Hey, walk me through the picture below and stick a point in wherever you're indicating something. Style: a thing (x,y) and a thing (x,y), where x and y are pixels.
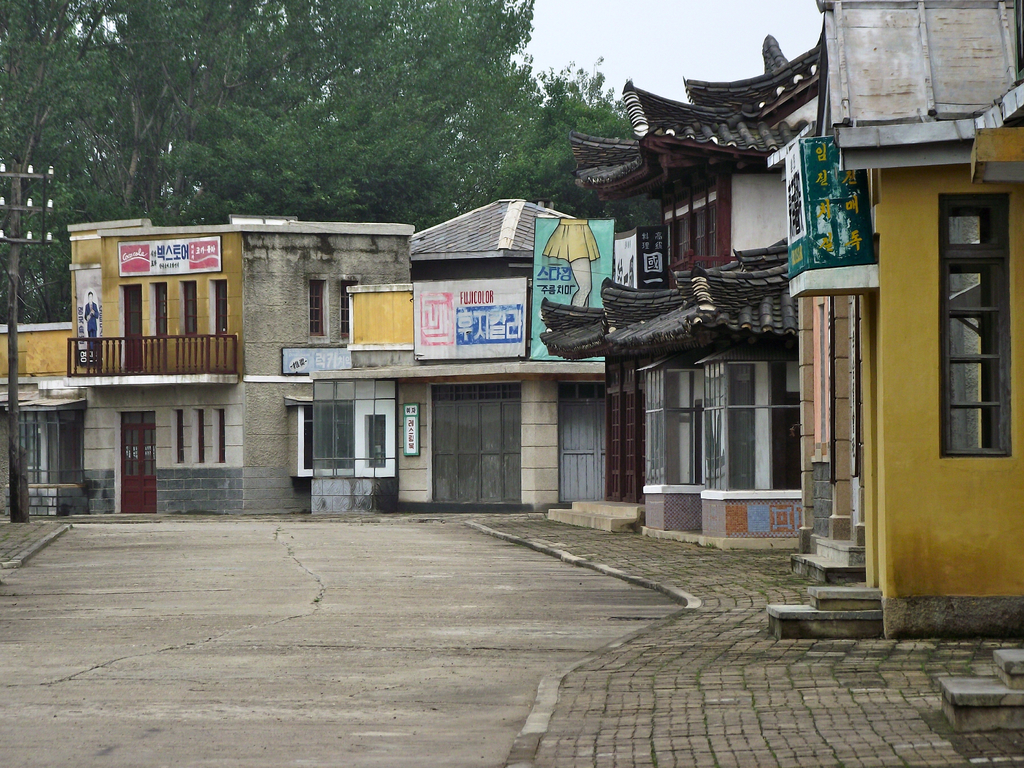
In this image we can see buildings (317,304), doors (141,502), windows (371,475), name boards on the wall (366,298), trees (299,176), poles (17,189) and clouds (532,42) in the sky (540,17). At the bottom (325,625) we can see the road (268,542).
